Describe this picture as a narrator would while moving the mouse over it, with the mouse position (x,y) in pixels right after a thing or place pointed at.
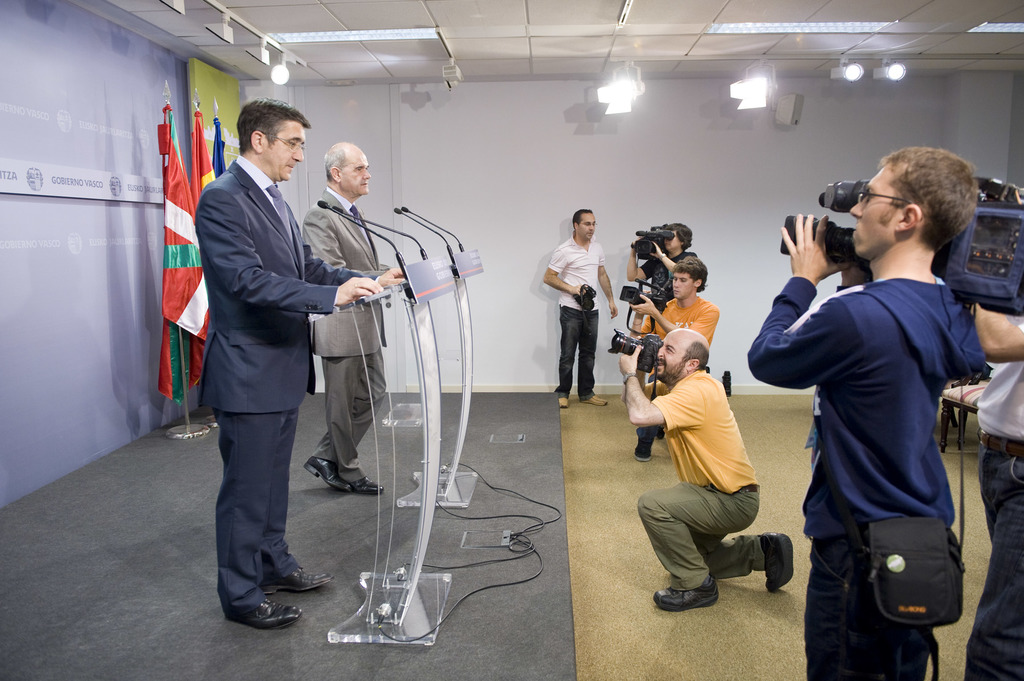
In this image I can see two persons (252,249) standing in front of the podium (440,287). The person (226,276) in front (240,253) wearing blue blazer (258,276), white shirt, right I can see few other people (684,244) holding camera (831,240), left I can see few flags (189,266). Background (475,159) the wall (475,173) is in white color.
